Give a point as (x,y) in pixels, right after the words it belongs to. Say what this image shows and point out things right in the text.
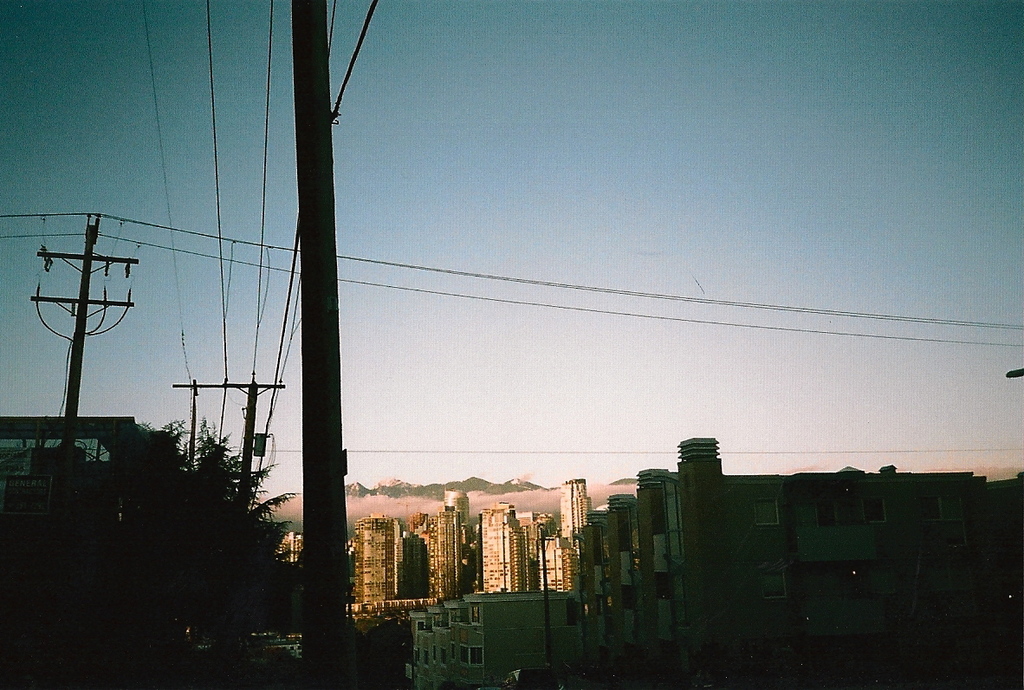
In this picture we can see some buildings (540,603) in the front (491,624). On the left side (230,552) there is a tree (240,535), electric pole (279,385) and cables (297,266). On the top (765,113) there is a sky (523,182).
